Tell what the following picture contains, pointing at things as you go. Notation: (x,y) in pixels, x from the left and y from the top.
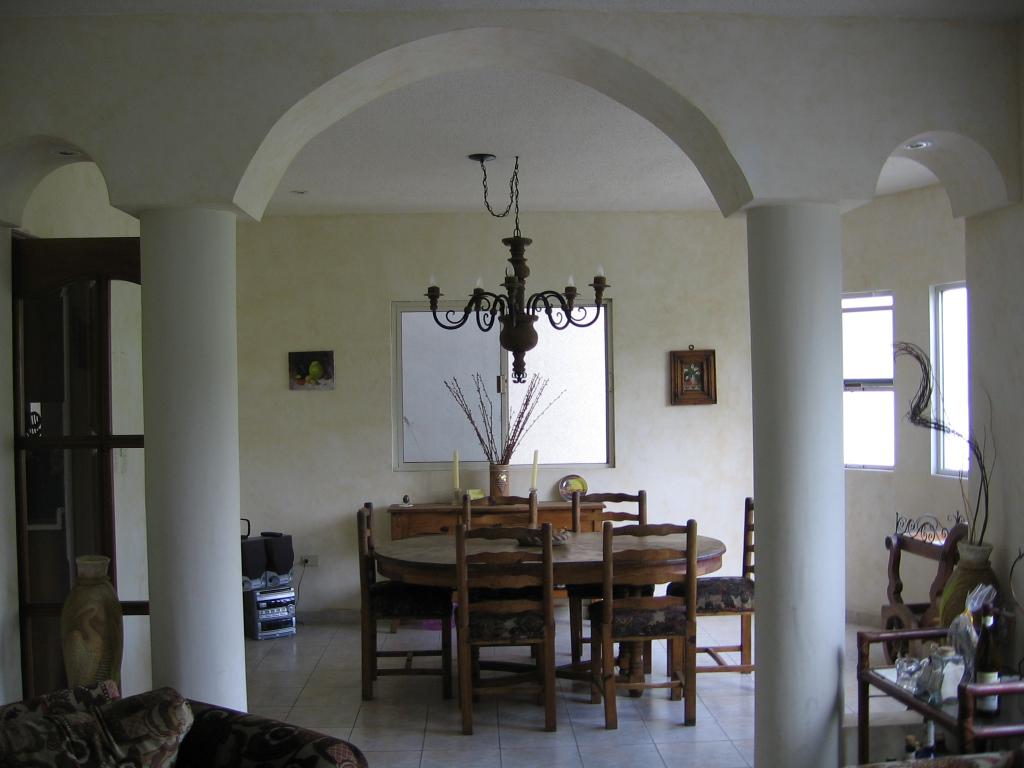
In the foreground (187,736) I can see a table (695,559), chairs (611,642), sofa (335,766), photo frames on a wall (717,343), pillars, windows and a door (66,492). At the top (526,242), I can see a chandelier (526,331). This image is taken may be in a room (546,640).
